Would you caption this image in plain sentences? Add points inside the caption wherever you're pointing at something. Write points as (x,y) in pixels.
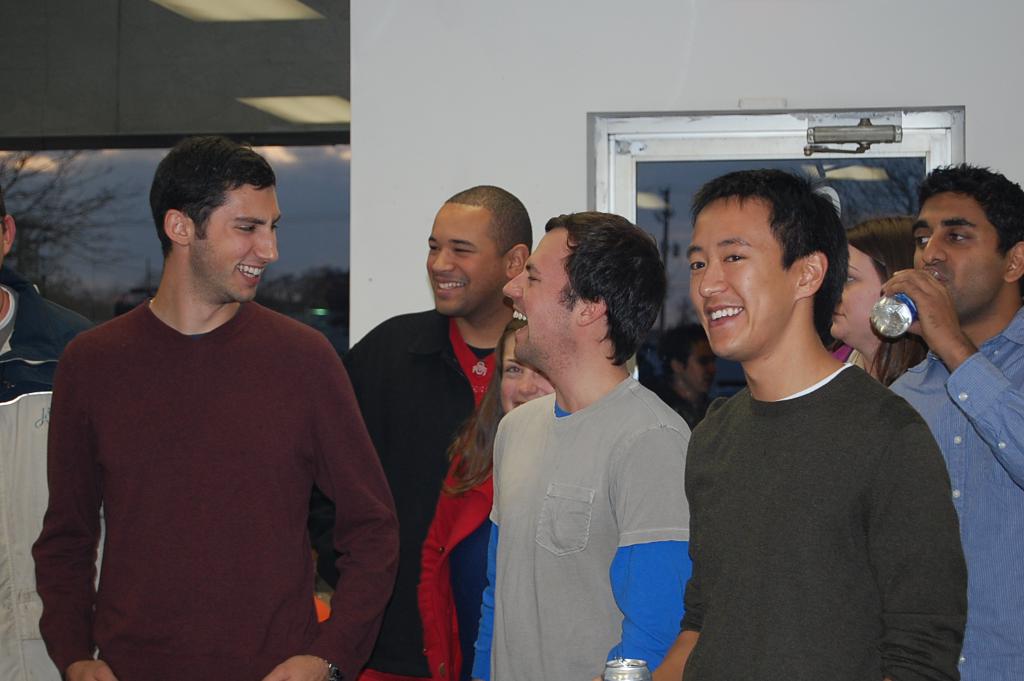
This picture seems to be clicked inside the room (711,329). In the foreground (704,305) we can see the group of persons (292,427) smiling and standing. On the right corner (1000,311) we can see a person (953,409) wearing blue color shirt (981,444), standing and drinking water (906,313). In the background (878,294) we can see the group of persons (35,301) and the wall (357,80) and we can see the roof (287,60) and a metal object (656,141) seems to be the door (635,157) and in the background (312,169) we can see the sky (329,193), trees (23,224) and some other objects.
